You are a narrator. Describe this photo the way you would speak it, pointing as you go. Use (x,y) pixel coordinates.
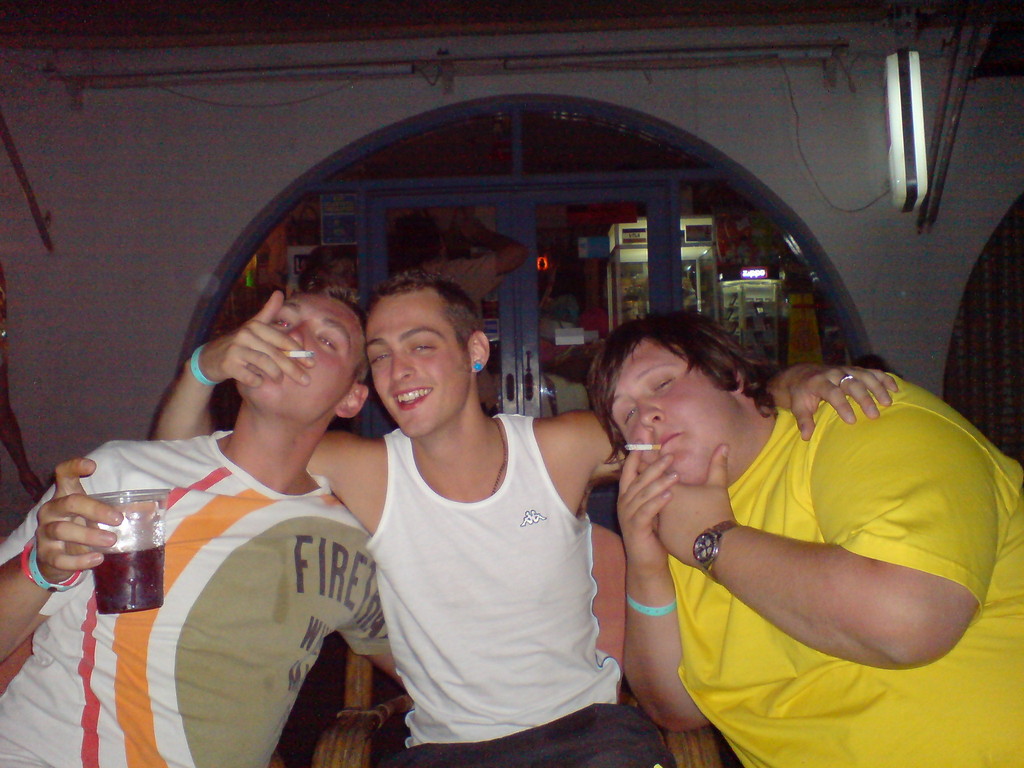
There are three persons (472,444) sitting. Person (317,525) on the left (284,555) is holding a glass (139,591). They are wearing wristbands (70,583). Two are having cigarettes (643,444). In the back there is an arch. On the wall (573,71) there are lights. In the background (469,221) there are some other items (644,235).
